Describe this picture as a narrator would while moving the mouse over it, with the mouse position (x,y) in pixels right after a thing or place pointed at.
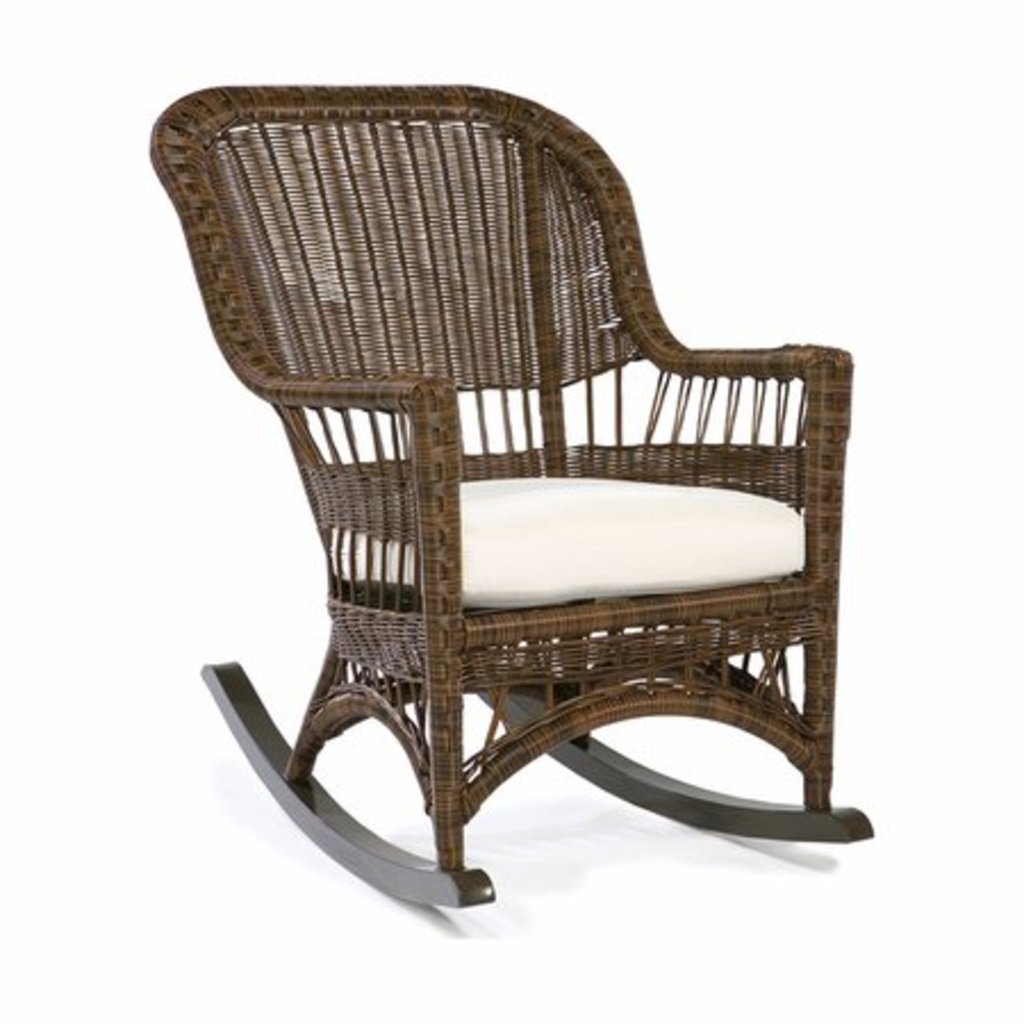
In this picture we can see a wooden chair (409,865) with a white cushion (773,558) on it.
